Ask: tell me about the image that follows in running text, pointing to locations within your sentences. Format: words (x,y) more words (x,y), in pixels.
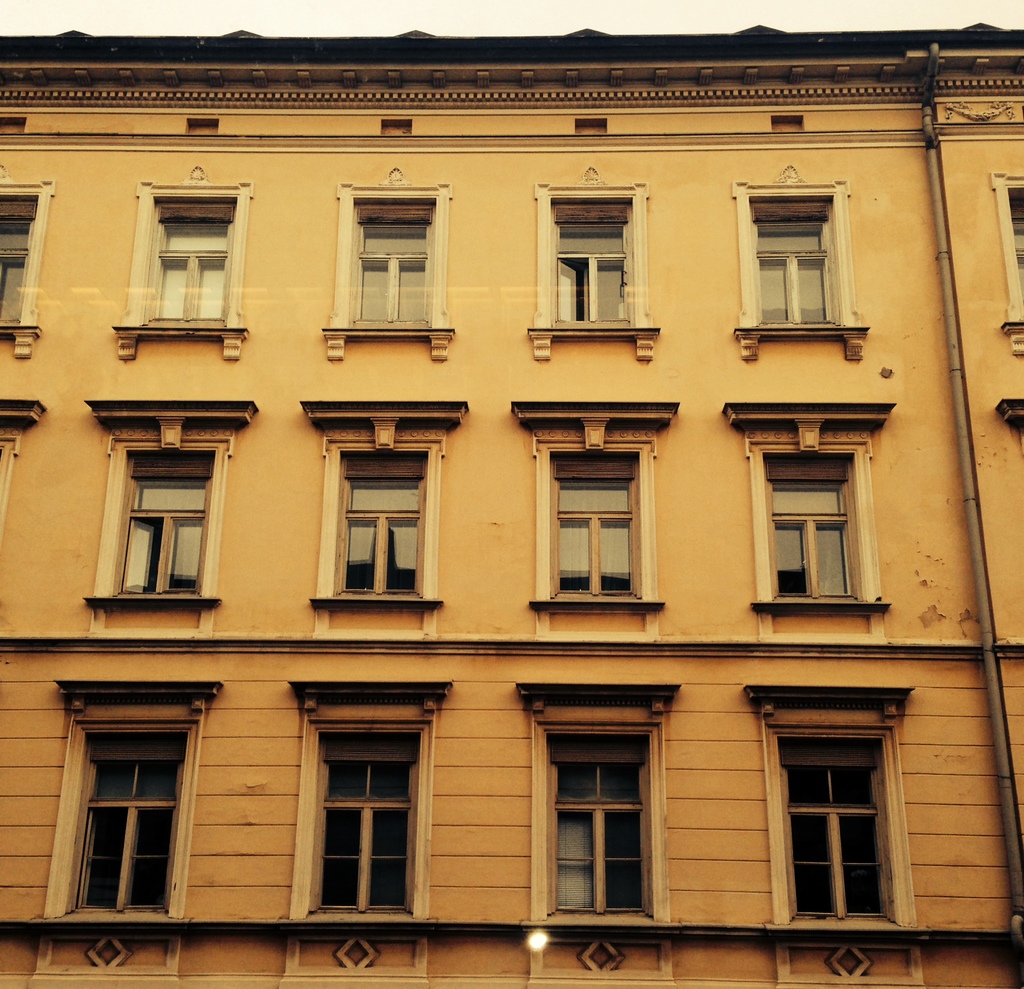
In this image we can see a building (651,769) with a group of windows (338,578) on it and in the background (1004,12) we can see the sky (997,24).
